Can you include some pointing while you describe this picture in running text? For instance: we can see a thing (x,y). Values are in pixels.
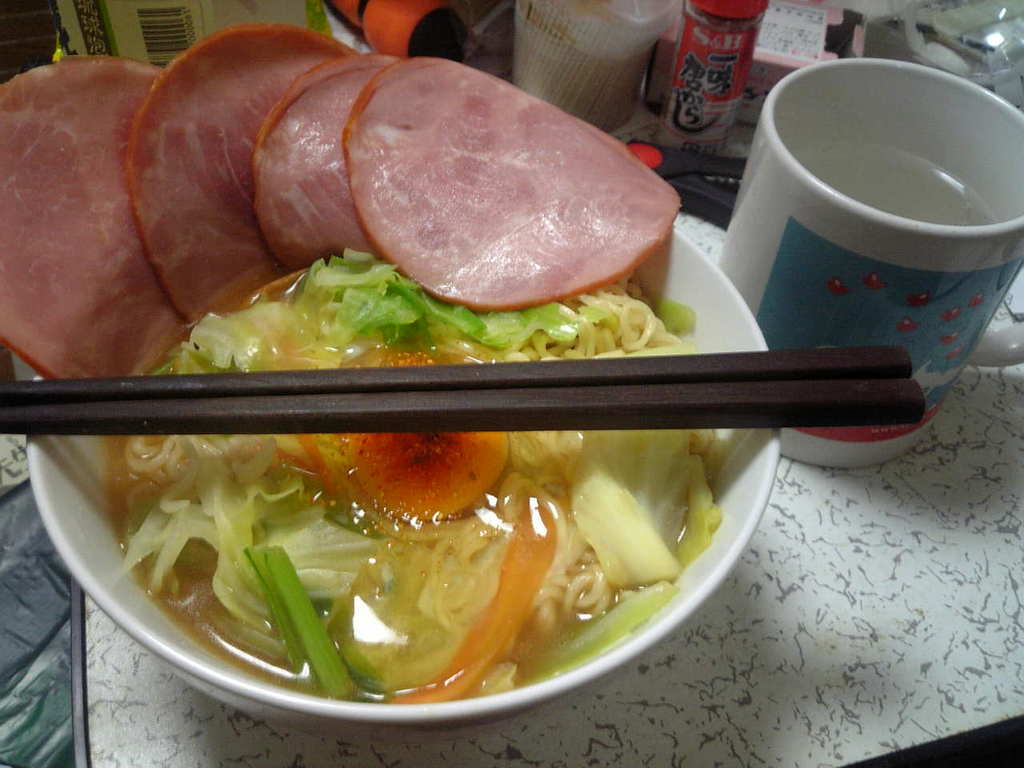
In the image we can see there is a food item (419,636) in the bowl (72,449) and there are chopsticks (531,403) kept on the bowl (411,329). There is a meat dish (394,178) kept on the bowl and there is a glass of cup (899,225) kept on the table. Behind there are other objects (475,49) kept on the table (700,668).
